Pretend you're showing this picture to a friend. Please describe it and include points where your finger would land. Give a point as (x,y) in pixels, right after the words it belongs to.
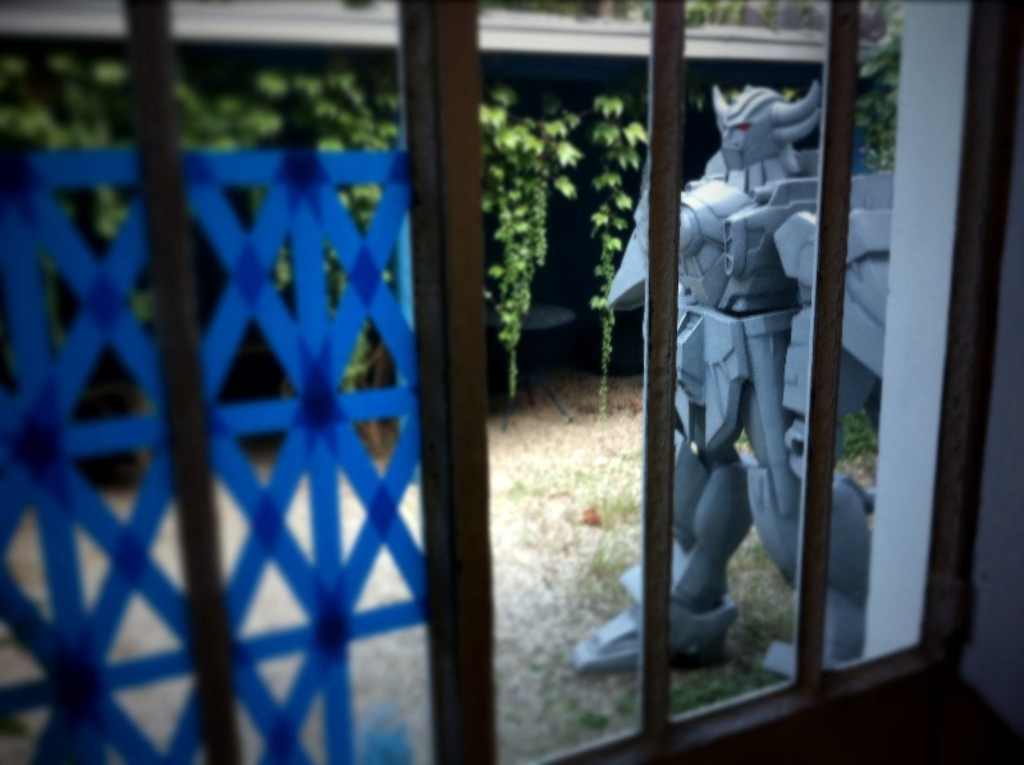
In this image there are glass windows (761,699) to the wall (819,708). Outside the window (671,290) there are toys (718,379) on the ground (636,418). Behind the toys (720,212) there are plants (387,96).
